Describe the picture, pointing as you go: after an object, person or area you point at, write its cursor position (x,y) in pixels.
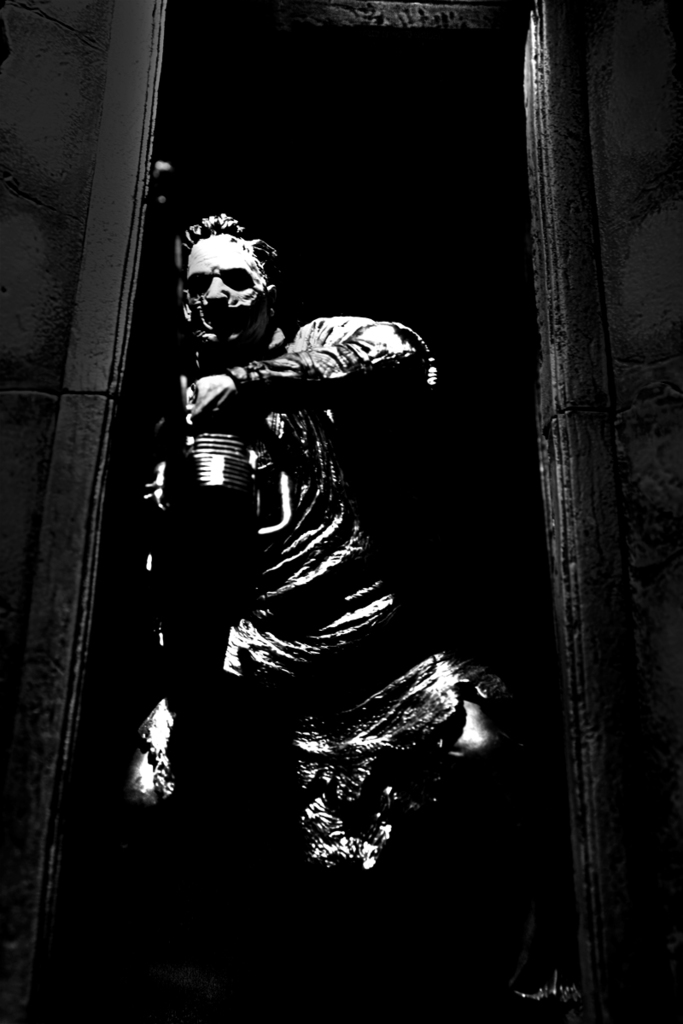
In this image in the center (268,594) there is a statue (310,664). On the right side (543,411) there is a door (584,428).
